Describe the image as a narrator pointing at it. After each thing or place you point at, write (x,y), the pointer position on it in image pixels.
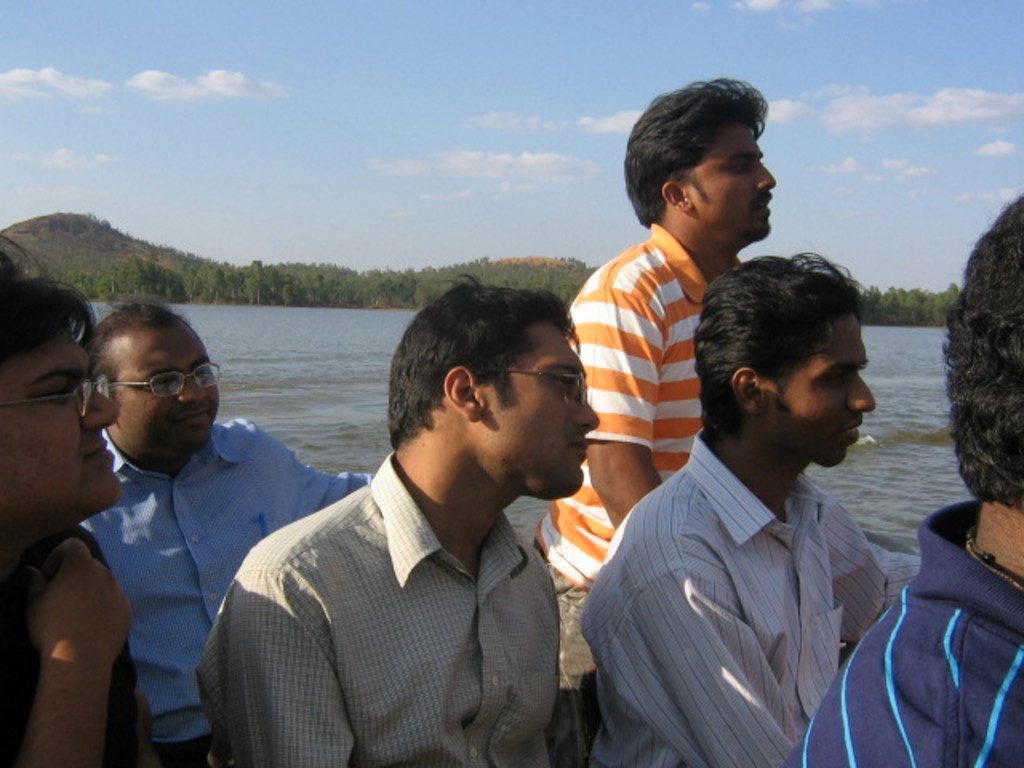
In this image there are a few people (481,535) sitting and looking to the right side of the image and in the background (284,287) there are trees (314,276), mountains (110,232) and the sky (385,94).
